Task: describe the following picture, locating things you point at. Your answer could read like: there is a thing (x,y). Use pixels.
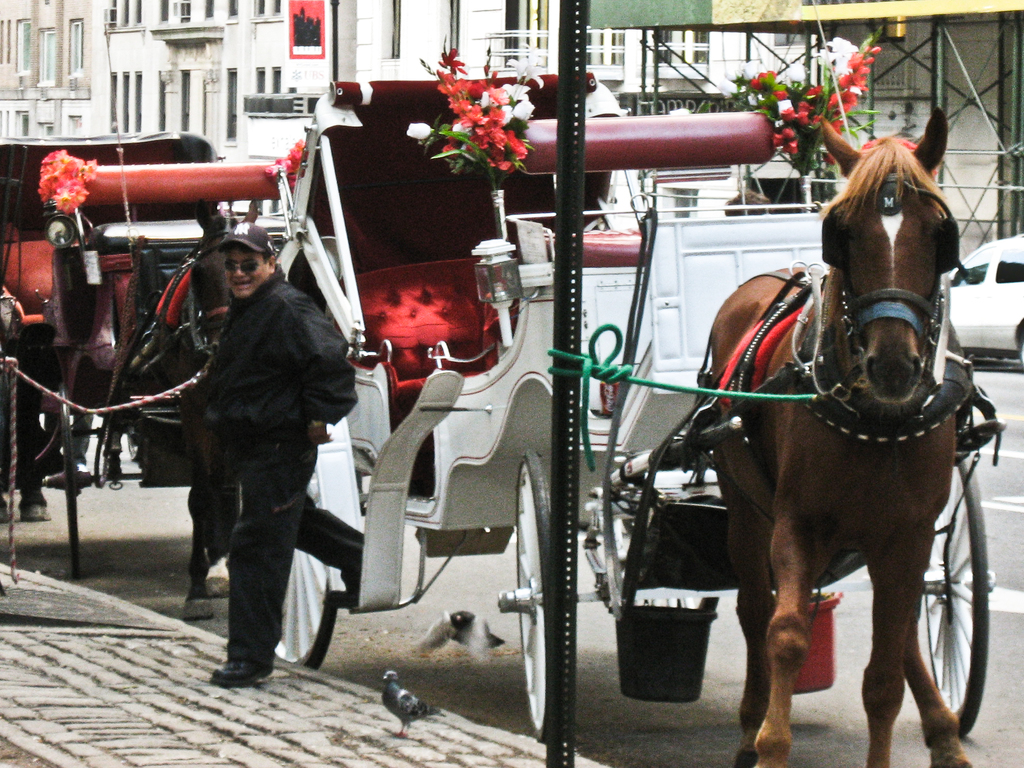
This image is taken outdoors. At the bottom of the image (625,725) there is a road (668,721) and a sidewalk (161,693). In the middle of the image (390,264) there are two carts (120,251) with horses (18,426) and a man (237,403) is standing on the sidewalk (102,644). There are two pigeons (460,619) on the road (407,641). In the background (210,25) there are a few buildings (257,45).
